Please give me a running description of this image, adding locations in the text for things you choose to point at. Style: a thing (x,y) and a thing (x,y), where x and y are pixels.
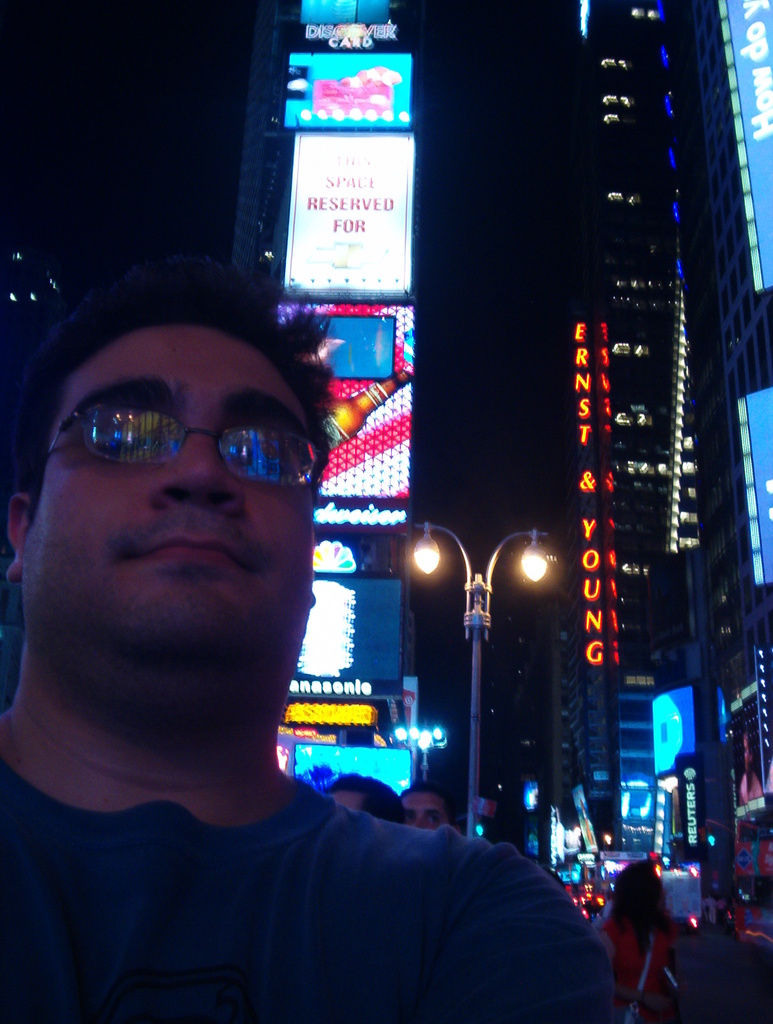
In this image we can see many buildings (575,635). There are many advertising boards (372,304) in the image. There are few vehicles (673,904) and people (565,895) in the image. There are few street lights (476,665) in the image. There is a dark sky (504,459) in the image.
